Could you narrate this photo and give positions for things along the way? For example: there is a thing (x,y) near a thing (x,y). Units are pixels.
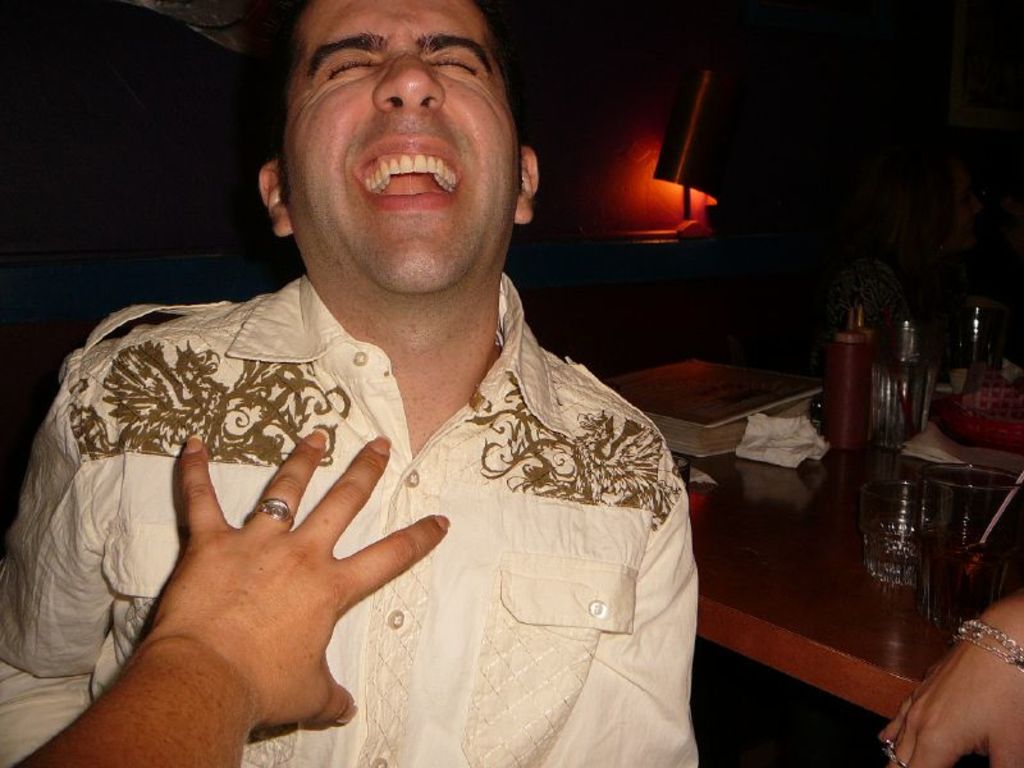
As we can see in the image in the front (541,496) there is a man (529,397) wearing white color shirt (308,494) and on the right side (846,539) there is a table (845,553). On table (818,601) there are glasses (875,424) and tray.
